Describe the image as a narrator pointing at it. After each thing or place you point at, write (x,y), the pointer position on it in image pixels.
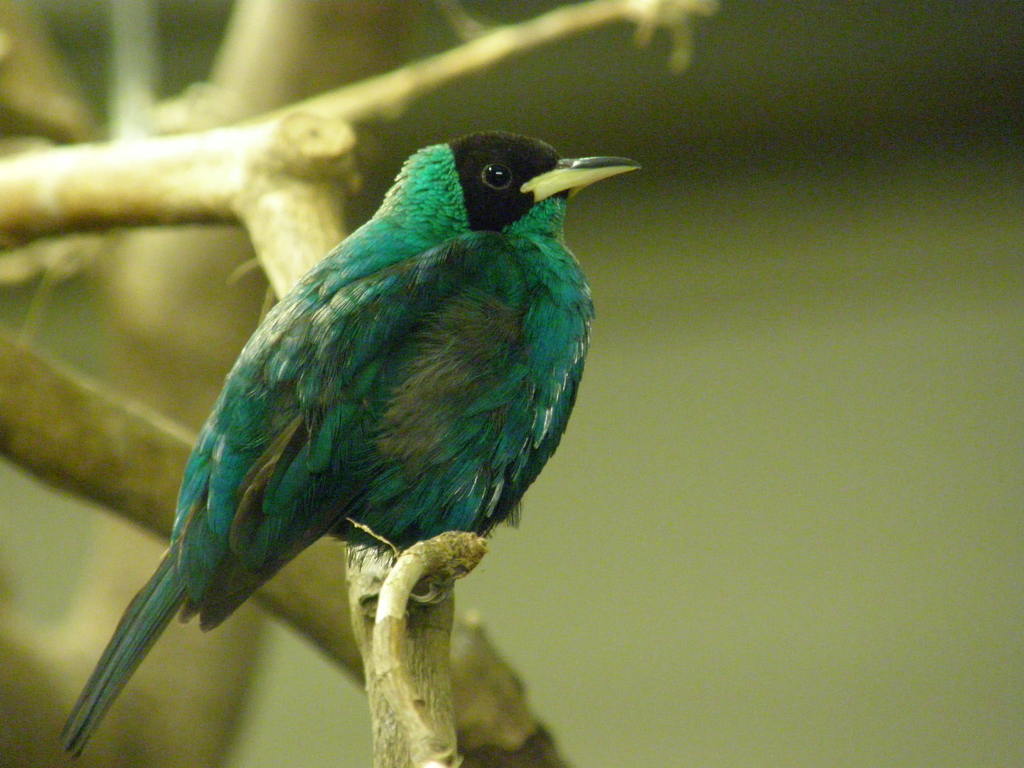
In this picture I can observe a bird (394,445) on the branch (398,718) of a tree (57,213). The bird (368,359) is in green and black color. The background (775,165) is blurred.
